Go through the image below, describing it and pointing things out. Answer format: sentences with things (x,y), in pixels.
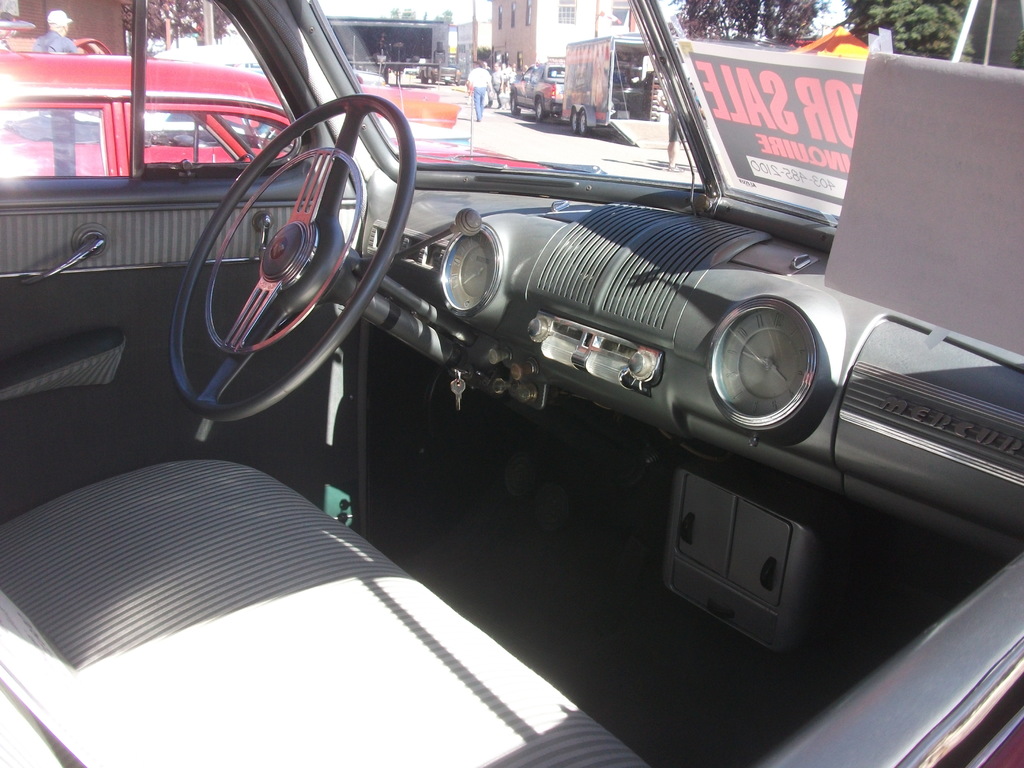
In this image we can see the interior of the car (251,759) and there is a poster (856,103) with some text (824,111) on it, through the window (427,59) we can see, there are many vehicles (392,50), buildings (58,7), trees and people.
